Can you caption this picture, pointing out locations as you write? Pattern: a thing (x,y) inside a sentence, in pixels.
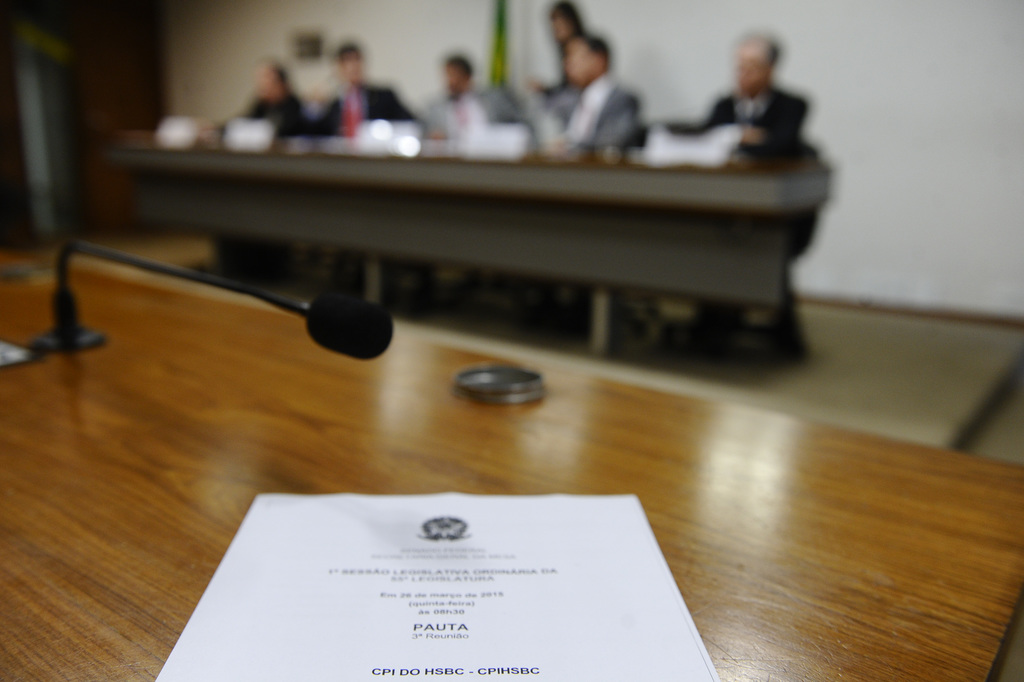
In this image I see a paper (684,648) on a table (23,564) and there is a mic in front. In the background (233,5) I see few people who are sitting on chairs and they're in front of a table (566,196) and I see the wall (935,162) and all of them are blurred.
